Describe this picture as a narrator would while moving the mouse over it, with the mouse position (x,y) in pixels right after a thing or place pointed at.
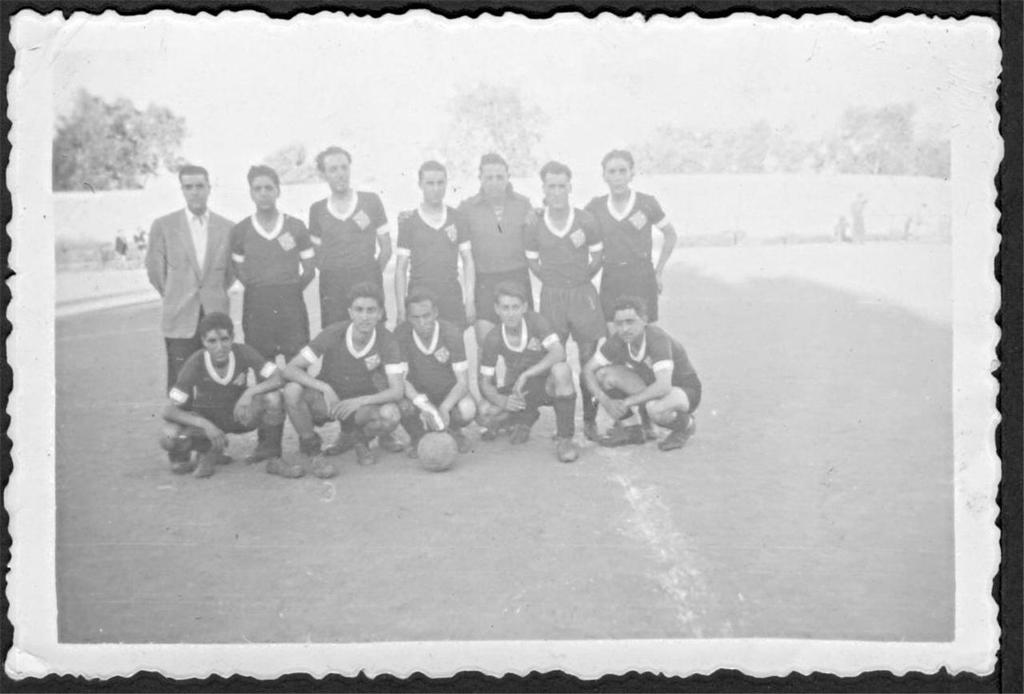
This is a black and white picture. In this picture, we see five men (369,375) are in squat position. In front of them, we see a ball (427,459). Behind them, we see seven men (355,236) are standing. At the bottom (630,545), we see the sand (778,531). There are trees (501,143) and a wall (715,205) in the background (913,204). At the top (254,118), we see the sky (220,72). This picture is a photo frame (182,46).
